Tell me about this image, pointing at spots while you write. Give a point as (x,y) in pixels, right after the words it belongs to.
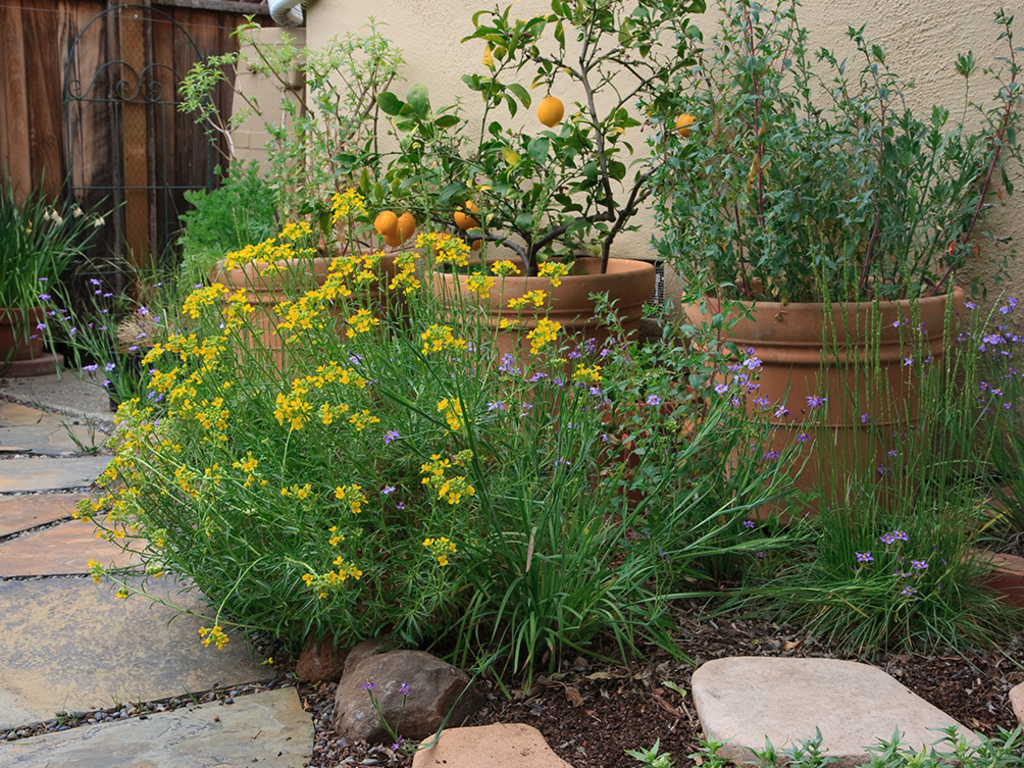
Here in this picture we can see plants (243,359) present all over there and we can see stones (429,656) present here and there and on that plants (330,386) we can see flowers (183,348) and fruits (381,219) present over there.
